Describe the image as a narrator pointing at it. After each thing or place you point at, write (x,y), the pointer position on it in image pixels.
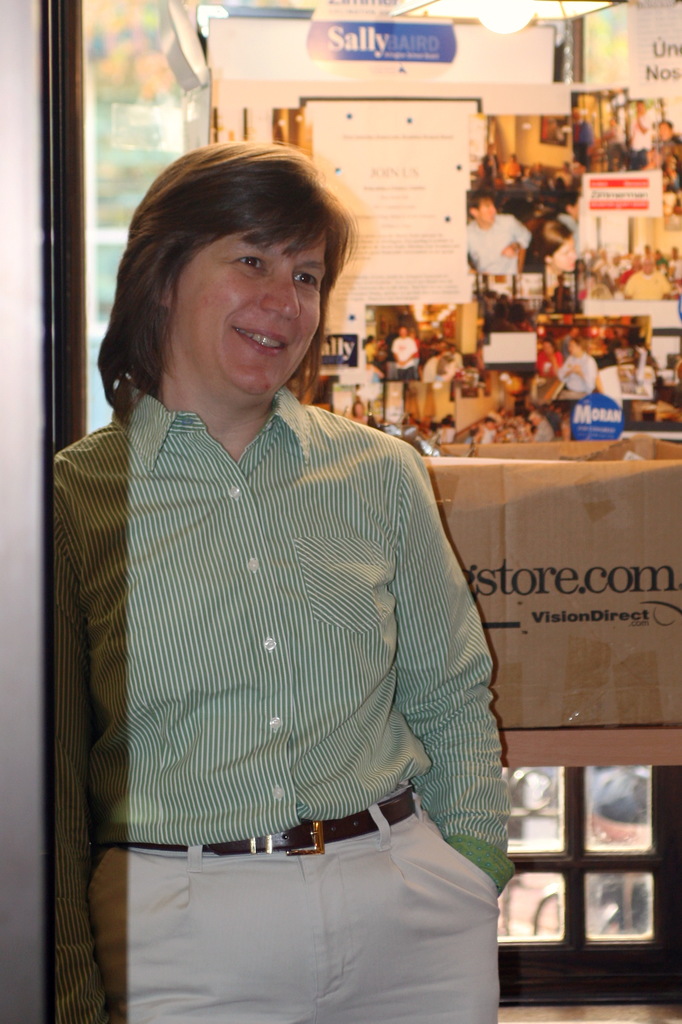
In this image in the foreground (184,384) there is one person (249,546) standing, and in the background (653,639) there is a box (524,539) and some photos (549,337) and there is text (539,618). At the bottom of the image (617,1013) there is floor (502,1020), and on the right side (574,907) there is a window (603,853) and in the background (567,79) there are some lights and some other objects (392,83).
